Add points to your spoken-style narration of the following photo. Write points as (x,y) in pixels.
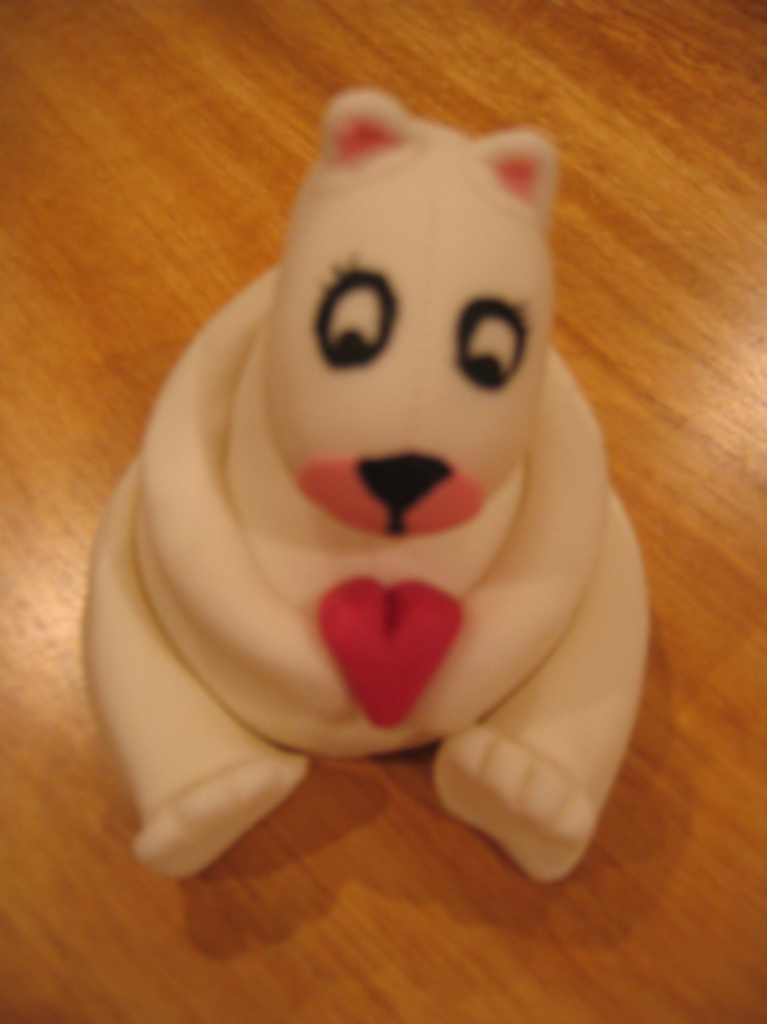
In this picture we can see a white toy (289,551) on the wooden object (43,292).
